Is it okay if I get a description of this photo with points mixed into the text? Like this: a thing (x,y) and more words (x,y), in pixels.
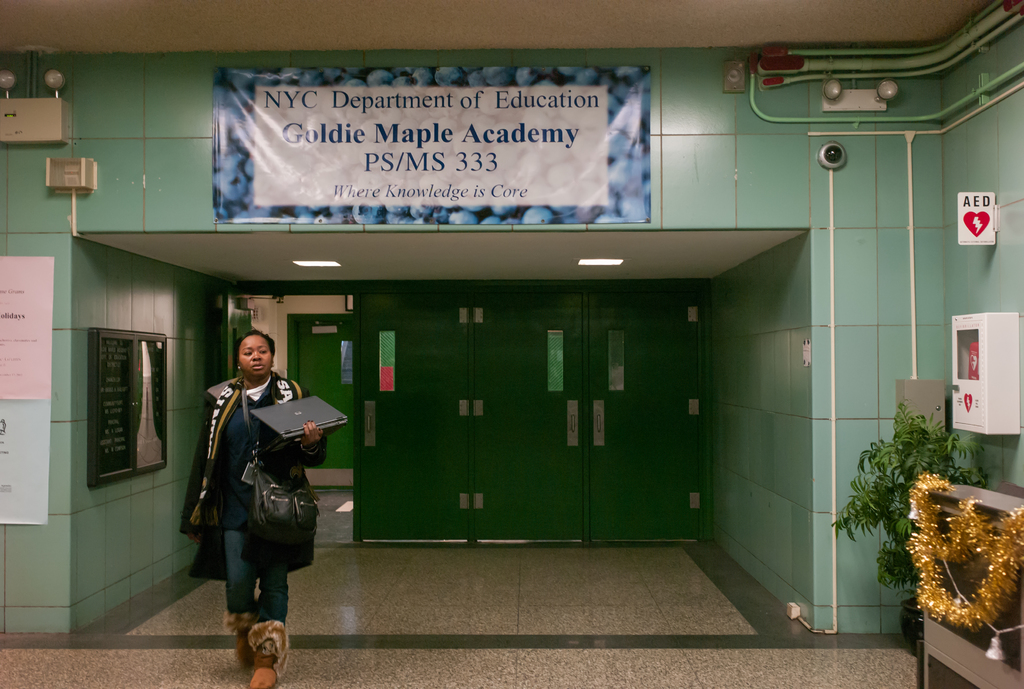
In this image I can see a woman (204,464) is standing. I can see she is holding a laptop (302,415) and she is carrying a bag (263,473). I can also see few boards (452,204), a plant (911,458), a golden colour thing (1007,541), few pipes (869,62), few lights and on these boards (628,121) I can see something is written. I can also see green colour doors (431,367) in the background (500,397).
